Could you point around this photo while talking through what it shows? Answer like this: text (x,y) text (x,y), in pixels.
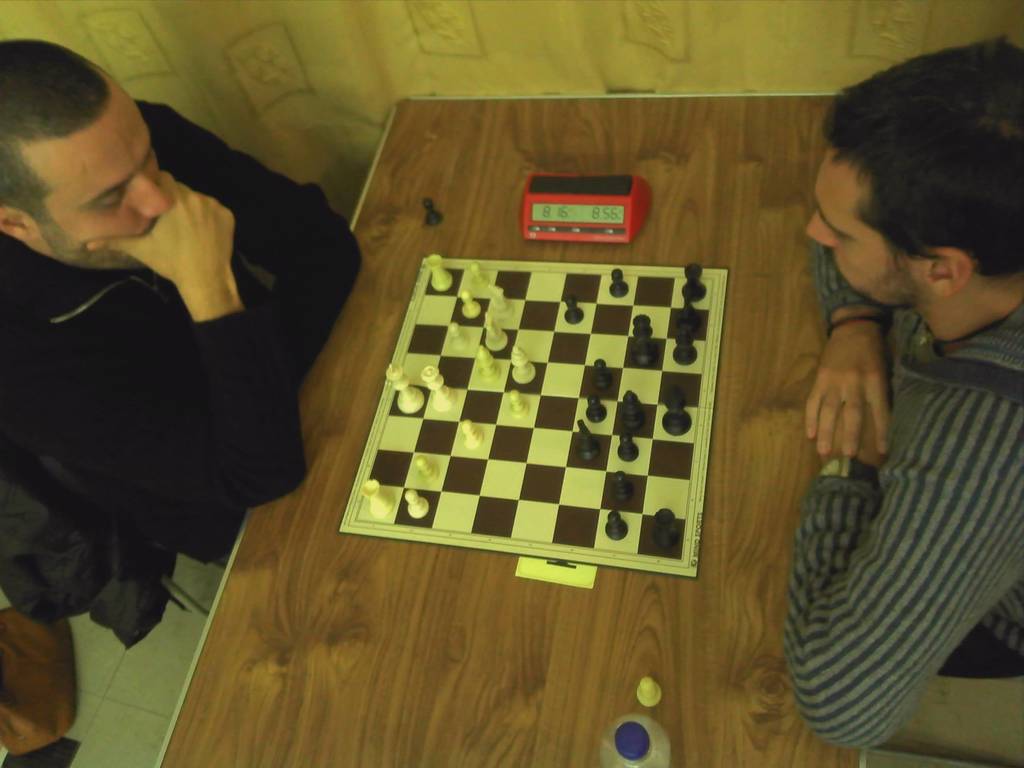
In the image we can see there are two people (904,379) who are sitting on chair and on table (456,157) there is a chess board (563,431) with coins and there is a timer (554,219).
